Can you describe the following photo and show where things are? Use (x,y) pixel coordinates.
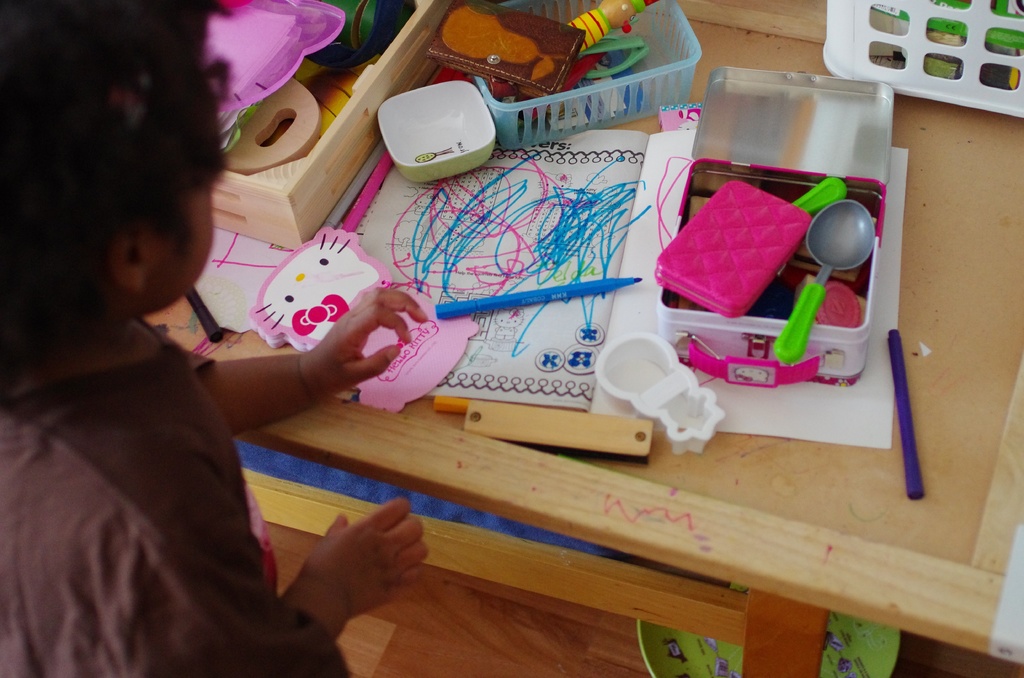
In this picture we can see child (151,272) playing with some toys (875,241) placed on a table (703,478) such as spoon (807,309), box (267,210), bowl (449,154), purse (723,231), watch (694,363) and below the table (752,646) there is plate (733,656).
